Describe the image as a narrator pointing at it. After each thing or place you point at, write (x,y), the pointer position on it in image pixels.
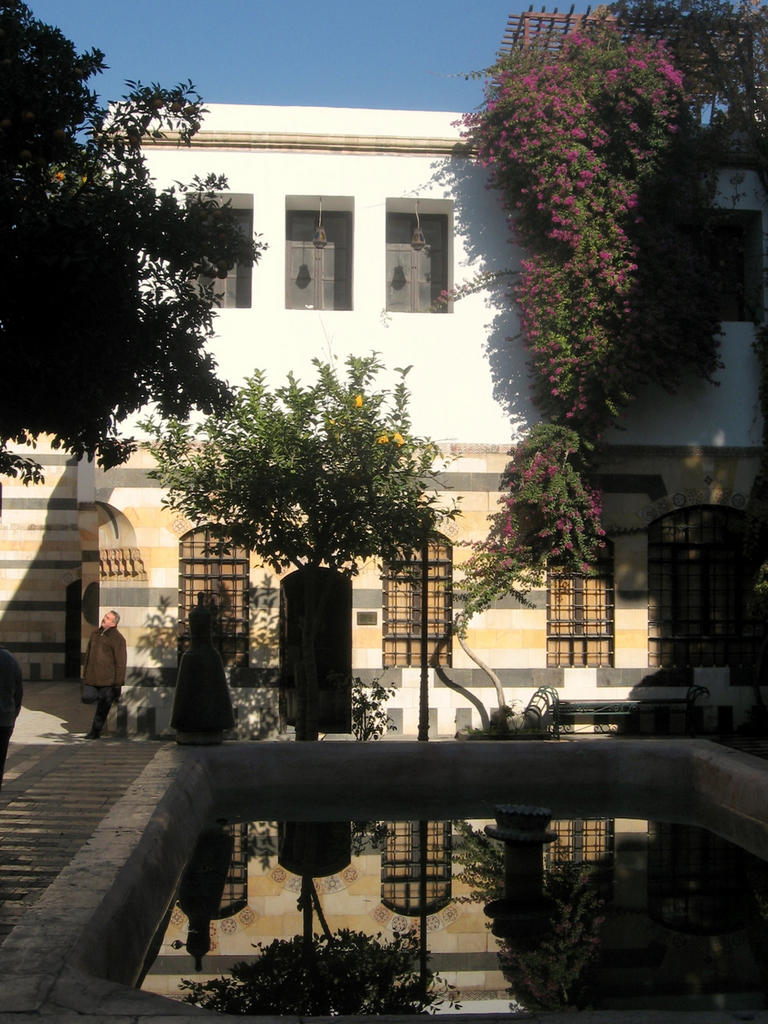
In this image I can see a building (450,249) in white color. I can also see few trees (162,257) in green color, a person (96,701) standing wearing brown jacket (112,670) and I can see sky (329,45) in blue color.
